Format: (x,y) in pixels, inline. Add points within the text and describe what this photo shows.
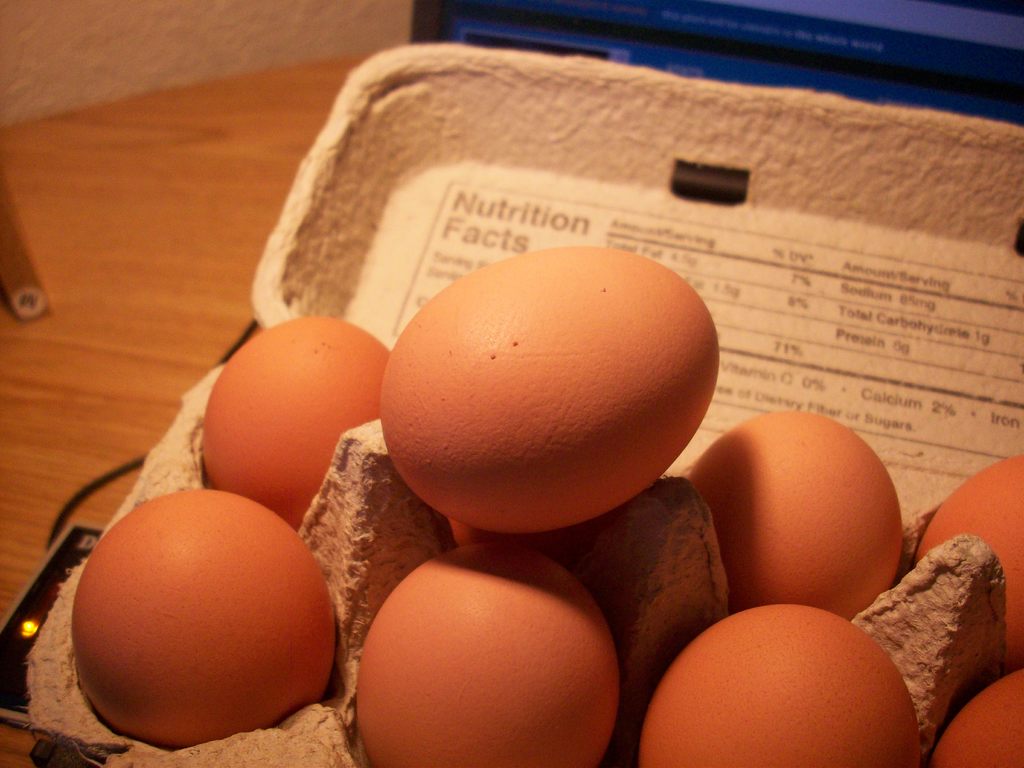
In this picture there is a tray (698,552) of eggs (496,398) in the image and there is a wire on the left side of the image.
